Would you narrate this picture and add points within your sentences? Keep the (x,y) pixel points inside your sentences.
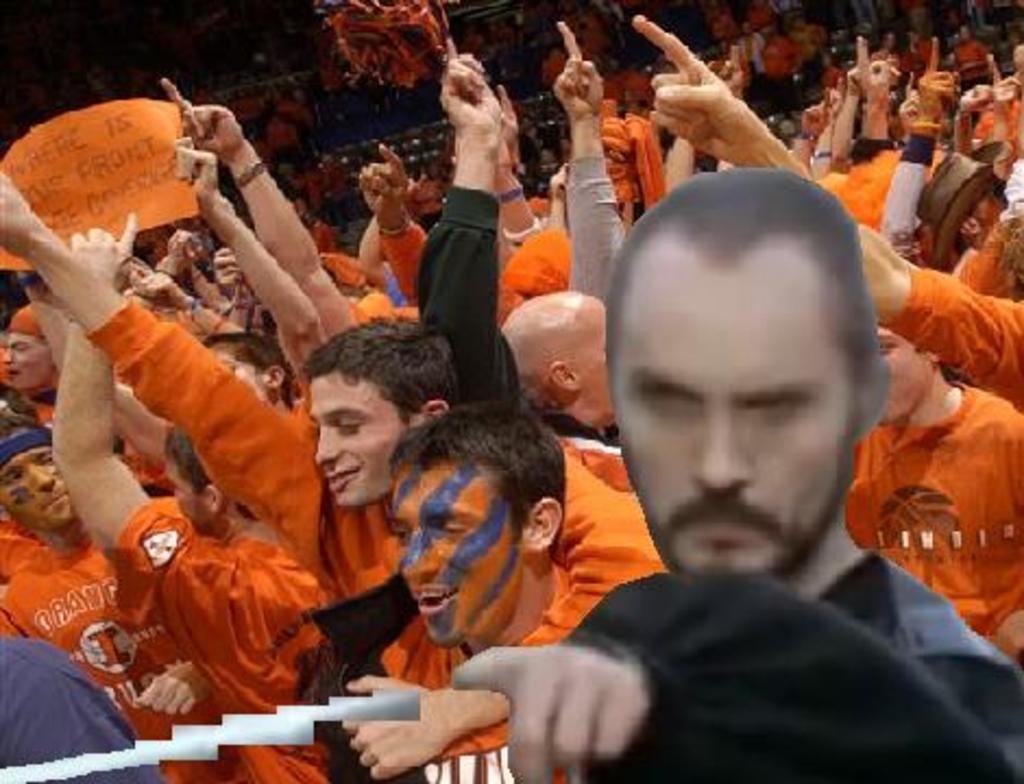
In this image, there are group of people (805,206) wearing clothes (933,301) and raising hands (505,151). There is a person (305,285) on the left side of the image (271,335) holding paper (166,216) with his hands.
